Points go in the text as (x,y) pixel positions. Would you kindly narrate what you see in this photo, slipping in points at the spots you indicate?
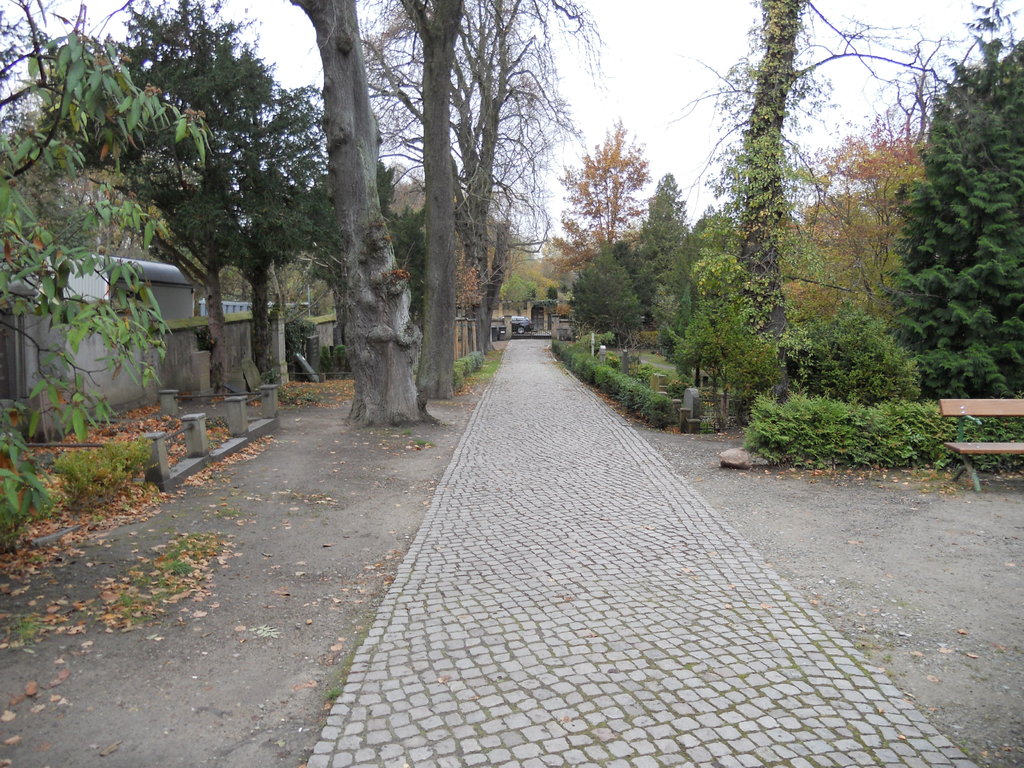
In the foreground of this image (540,530), there is a pavement (574,584) to which on either side, there are trees (677,293) and the land (329,630). On the right (966,440), there is a bench (966,446). On the left (184,286), there is a compound wall (62,369), railing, two shelters (172,308) like houses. In the background (569,301), there is a building (526,312), trees (601,249) and the sky (637,65).
